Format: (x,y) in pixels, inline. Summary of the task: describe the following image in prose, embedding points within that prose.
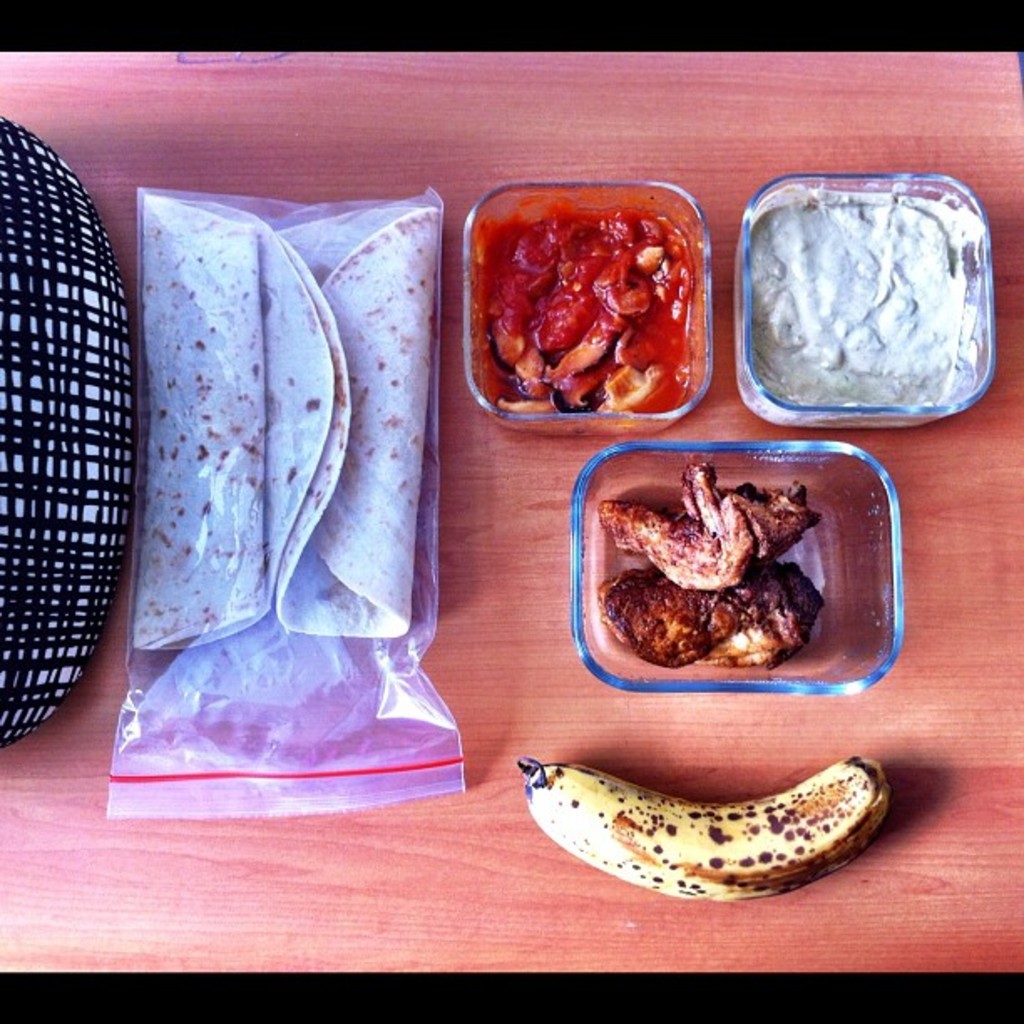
In this image, we can see a table (450,630) contains zip lock cover (290,672), banana (587,831) and bowls (650,251) with some food (609,283). There is an object (75,399) on the left side of the image (11,462).
